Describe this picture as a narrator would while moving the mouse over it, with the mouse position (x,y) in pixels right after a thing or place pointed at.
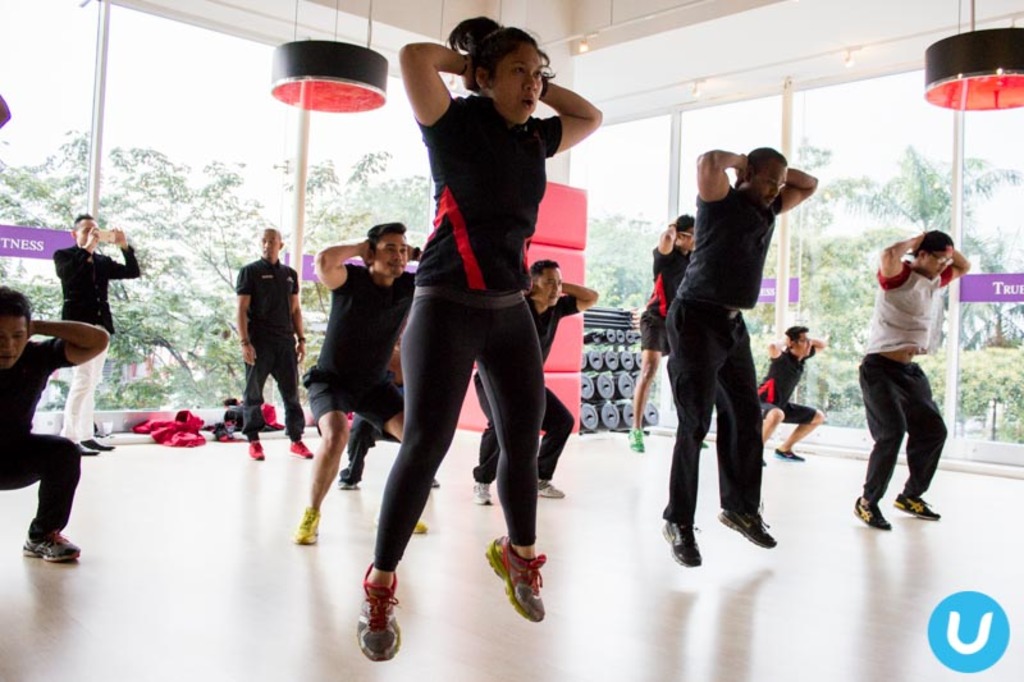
In this image we can see few people (492,321) jumping. Some are standing. One person (97,252) is holding something in the back (81,239). In the back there are poles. There are few items (600,370). On the floor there are clothes (164,434). And we can see trees (816,259) in the background (862,287).
